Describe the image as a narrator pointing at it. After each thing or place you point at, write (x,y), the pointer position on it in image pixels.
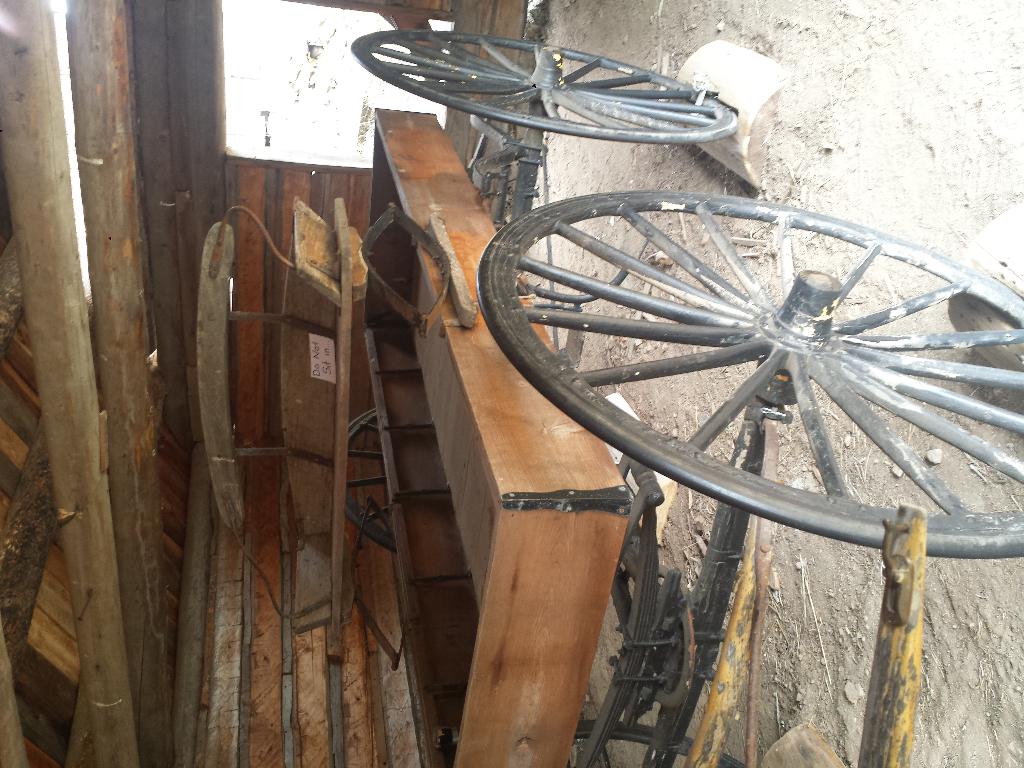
There is a wooden tray (531,577) and four wheels (605,374) are attached under the wooden tray (467,680), it is kept in a wooden shed (70,334).
